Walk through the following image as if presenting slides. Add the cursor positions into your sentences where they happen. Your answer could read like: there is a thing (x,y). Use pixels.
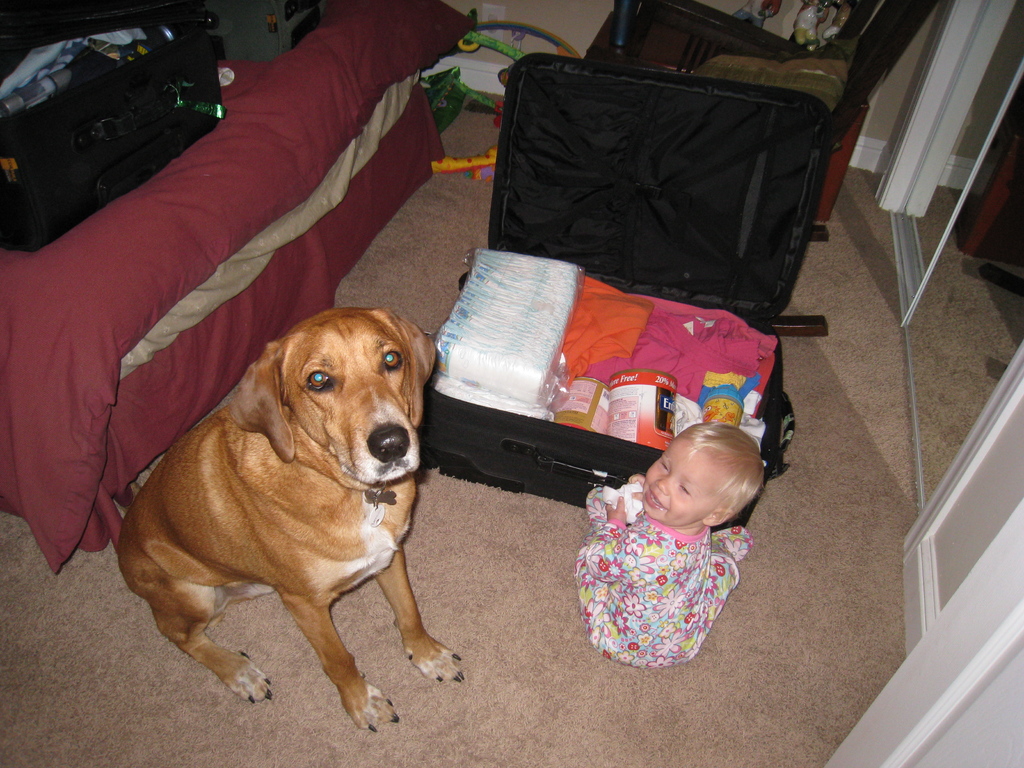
In the image we can see there is a baby (679,552) sitting on the floor (520,495) along with a dog (348,495) and there is a suitcase (540,458) in which there are clothes (699,370), cans (594,381) and napkins (465,368).
